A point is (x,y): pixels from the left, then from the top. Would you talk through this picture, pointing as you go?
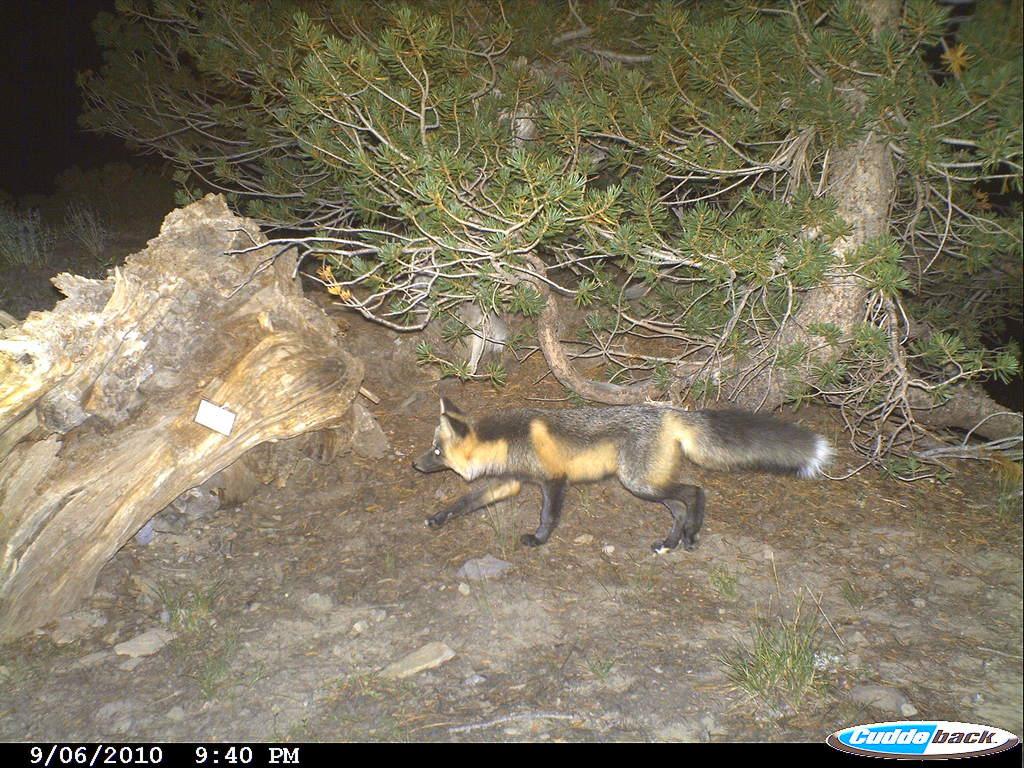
In this image there is an animal (563,493) walking on the surface (703,563), in front of the animal (514,479) there is a wooden branch (304,333), beside that there is a tree (403,197). The background (41,55) is dark. At the bottom of the image (152,754) there is some text (138,759).
